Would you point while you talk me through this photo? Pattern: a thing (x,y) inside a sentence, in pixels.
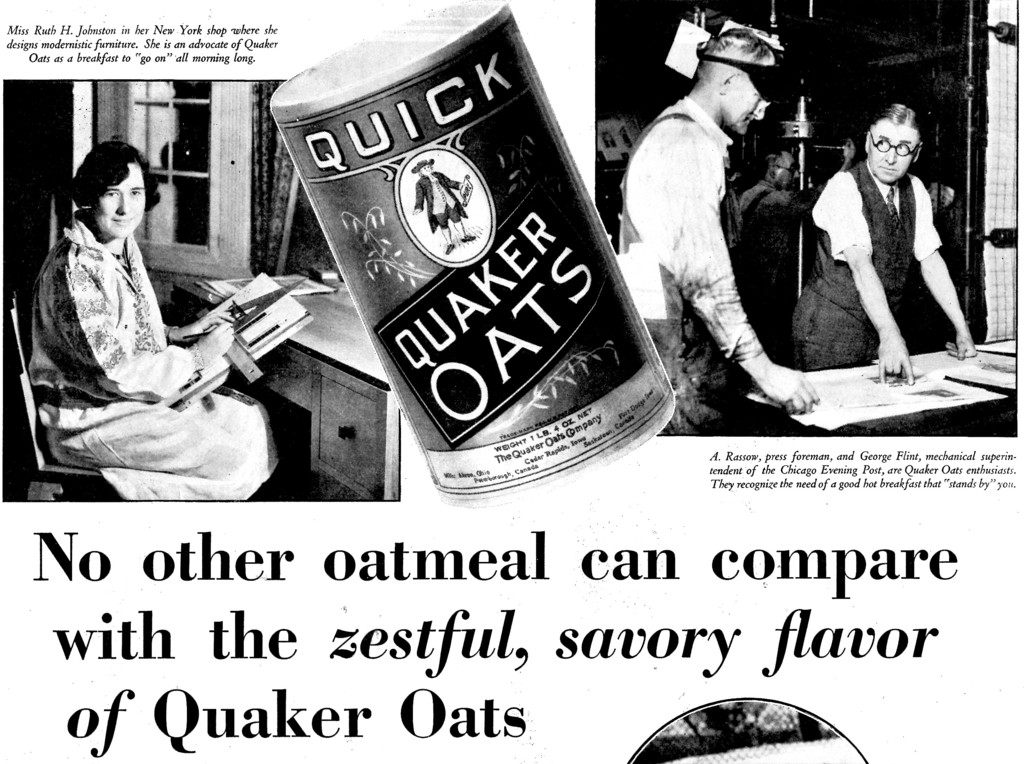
It is a black and white image of a newspaper (436,536). On the left (204,331) we can see a person (157,412) sitting and on the right (730,284) we can see two persons (835,278) standing. On the image we can see a Quaker Oats tin (516,175) and at the bottom (84,556) there is text (648,564).
